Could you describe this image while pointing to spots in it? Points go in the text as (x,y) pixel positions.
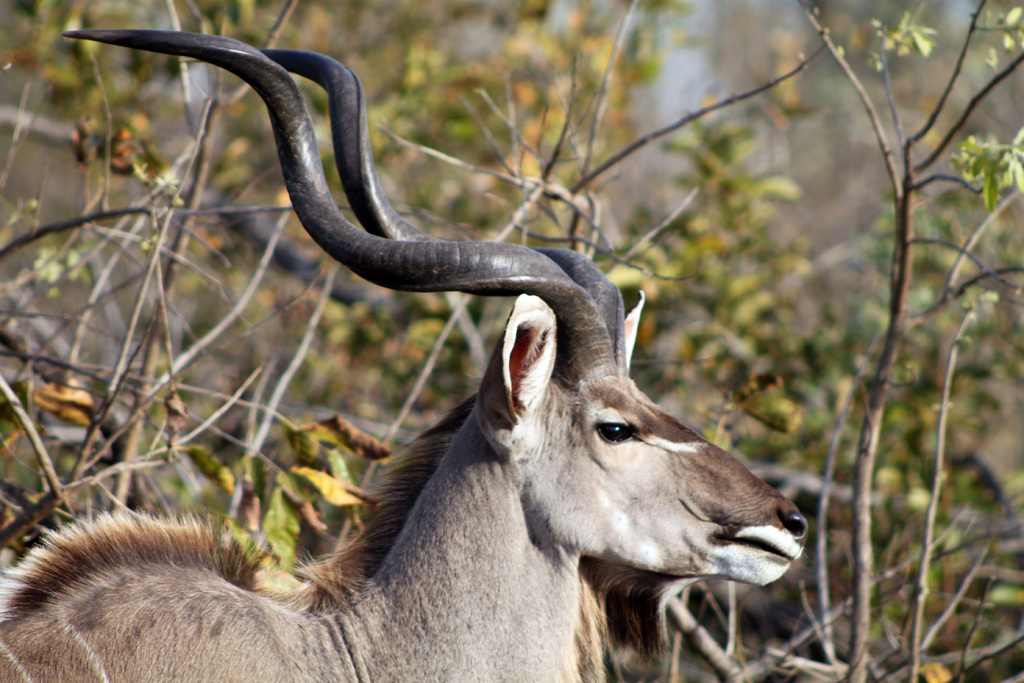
In this image I can see an animal (505,551) which is looking at the right side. In the background (366,339), I can see some trees (685,298) and sticks (94,441).
